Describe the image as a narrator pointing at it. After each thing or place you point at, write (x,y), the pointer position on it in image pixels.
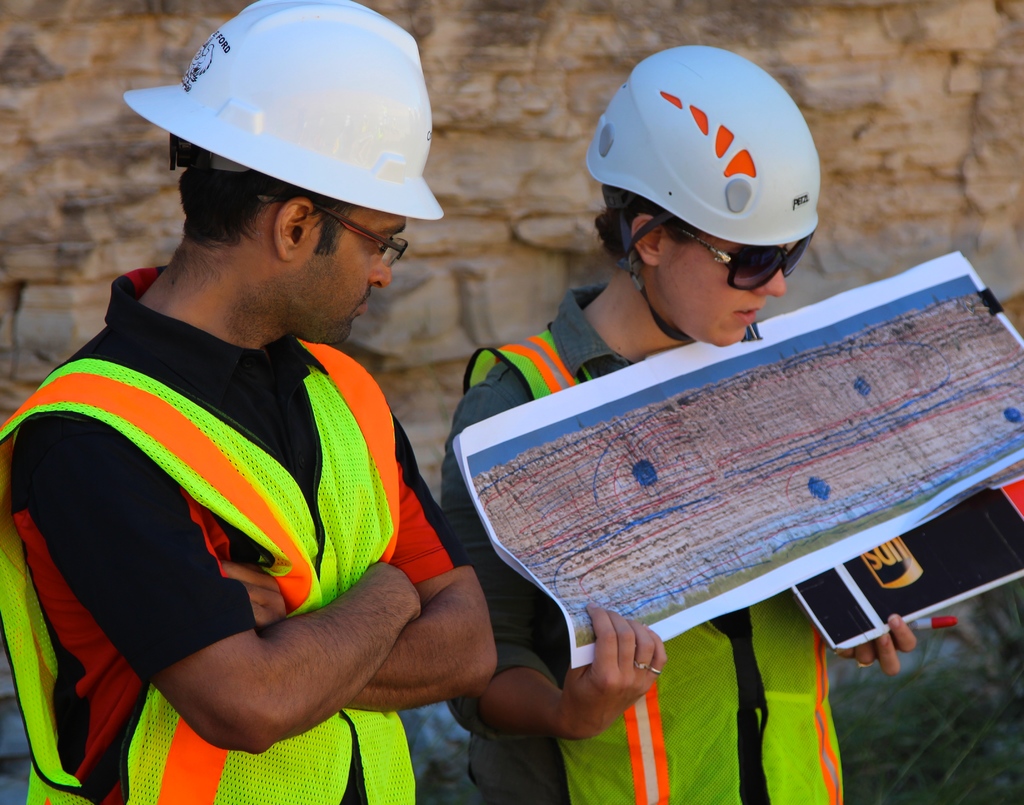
This is the man (292,414) and woman (619,691) standing. They wore helmets (714,140), goggles (389,240) and jackets (389,544). This woman (543,663) is holding a book (860,595) and a paper (804,555) in her hands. In the background (497,161), that looks like a hill (497,50).
